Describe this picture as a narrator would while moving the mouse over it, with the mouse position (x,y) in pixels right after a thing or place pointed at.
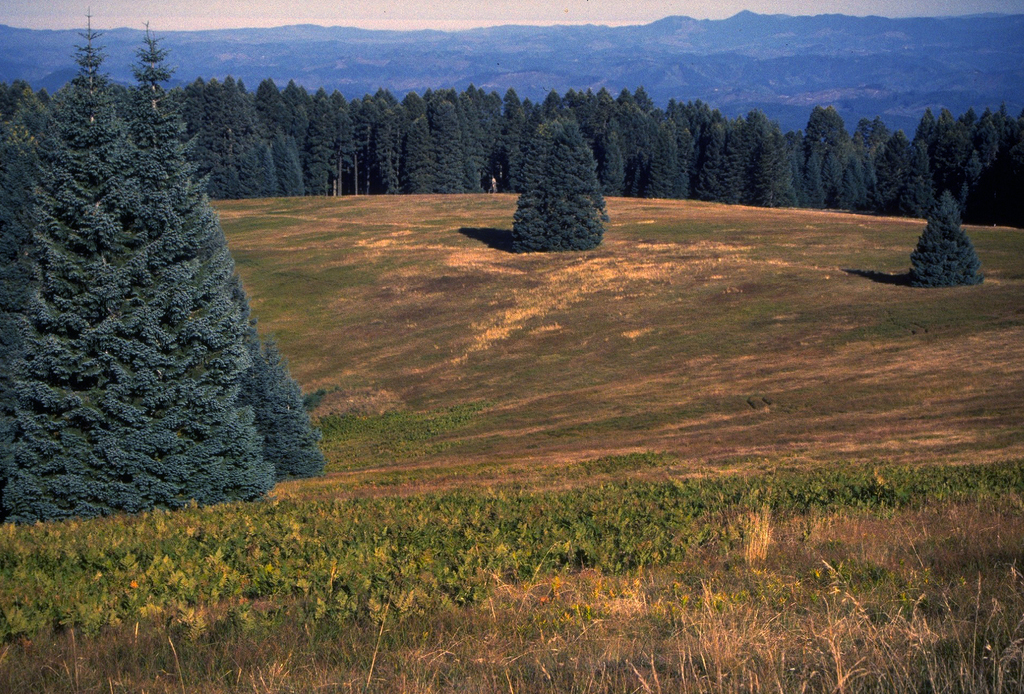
In this image there are some grass (434,511) at bottom of this image (637,588) and there are some trees (185,250) at left side of this image (143,185) and top of this image (656,183). There are some mountains (558,75) in the background (855,77) and there is a sky (402,4) at top of this image (445,10).
